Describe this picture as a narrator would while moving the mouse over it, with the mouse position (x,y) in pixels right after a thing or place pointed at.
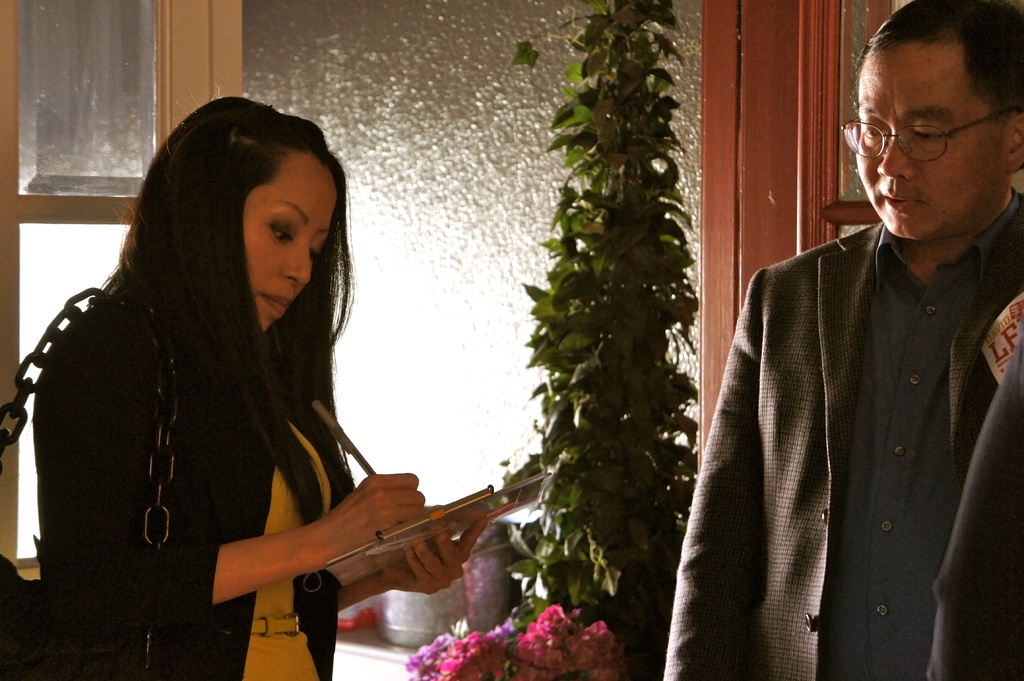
In this image I can see two people (856,406) standing. The woman (241,350) is wearing bag (149,510) and holding pen (321,410), book (395,536). Back I can see a green leaves (624,306) and glass windows (500,115).
